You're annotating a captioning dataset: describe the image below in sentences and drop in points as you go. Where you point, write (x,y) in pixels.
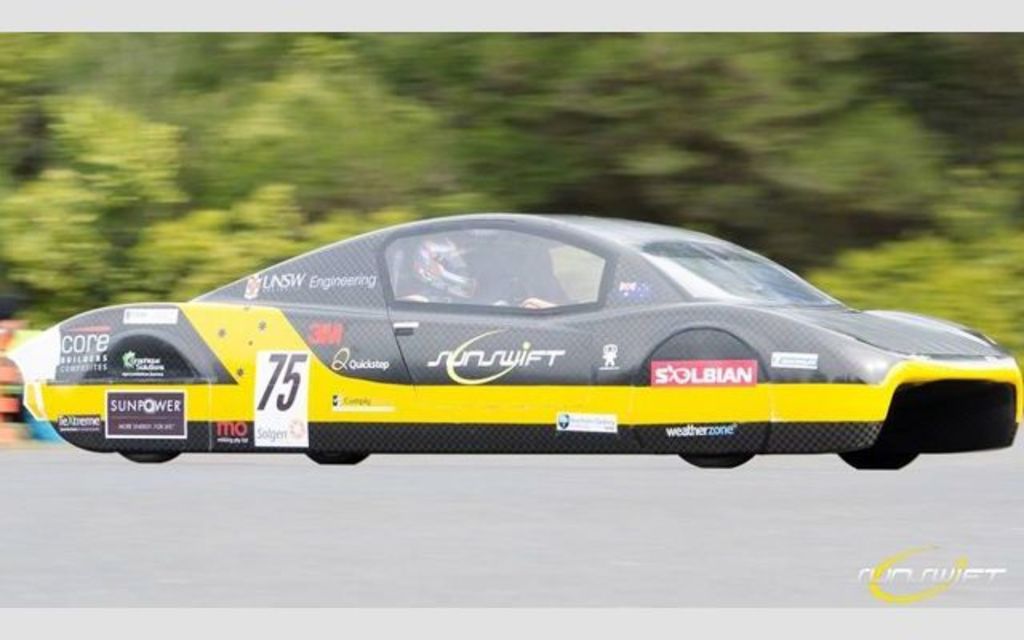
In the image there is a person (455,262) driving sports car (559,381) on the road (366,528), in the background (761,156) there are trees (236,173).
